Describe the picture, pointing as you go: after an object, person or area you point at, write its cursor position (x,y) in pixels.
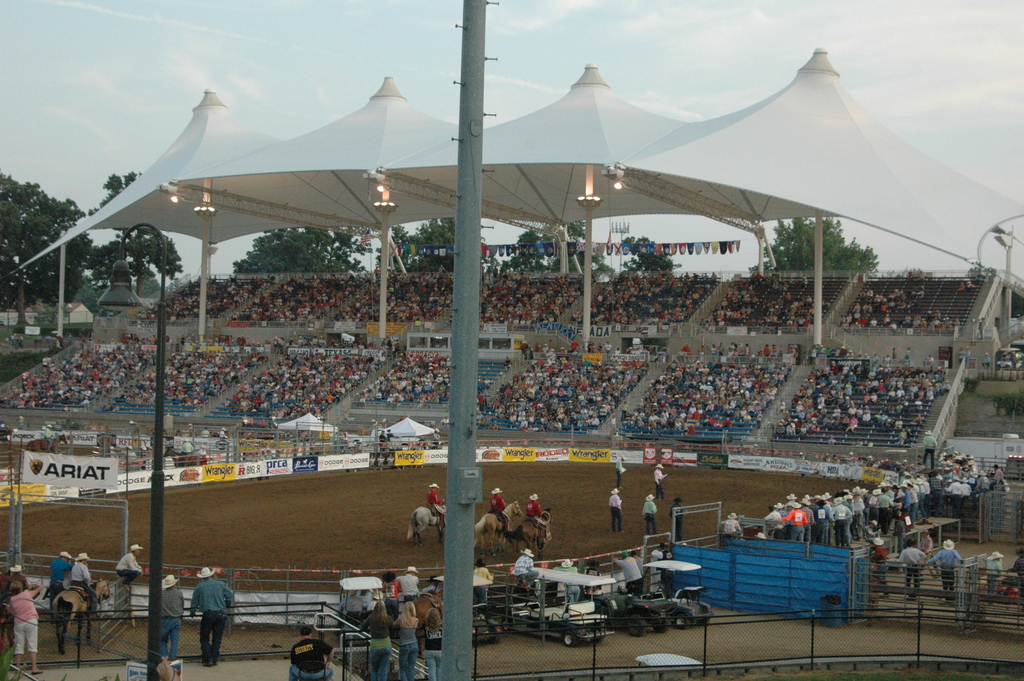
We can see poles (162,347), light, vehicles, fences (948,618), people (963,483), horses (545,537) and banner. We can see hoardings (366,466), stadium (400,413), tents (399,433), lights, flags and these are audience (557,396). In the background (73,284) we can see trees (95,298), house (76,308) and sky (897,71).
